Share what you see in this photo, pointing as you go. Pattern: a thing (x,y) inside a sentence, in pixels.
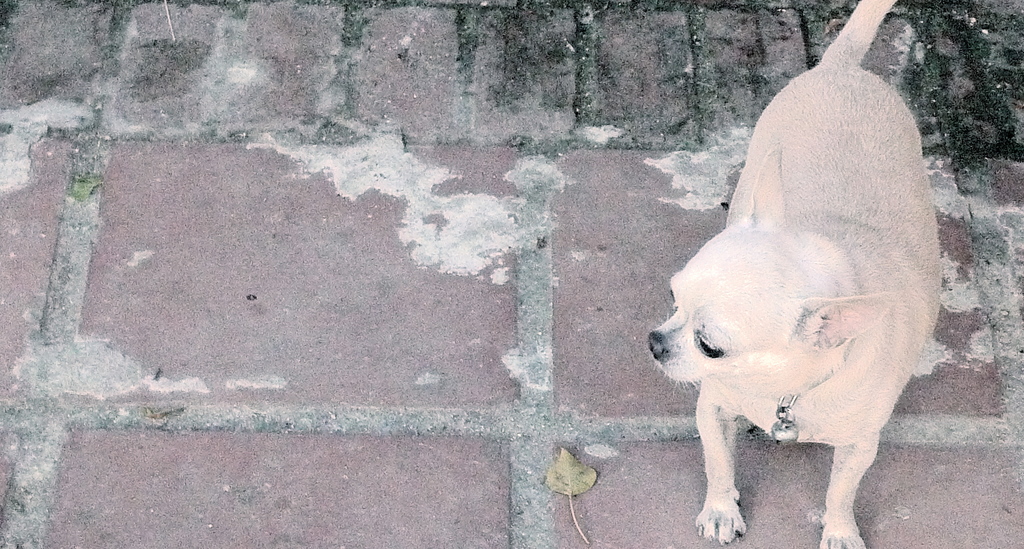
In this image there is an animal (899,313) standing on the ground (246,292) and there are leaves (82,189) on the ground (290,334).
